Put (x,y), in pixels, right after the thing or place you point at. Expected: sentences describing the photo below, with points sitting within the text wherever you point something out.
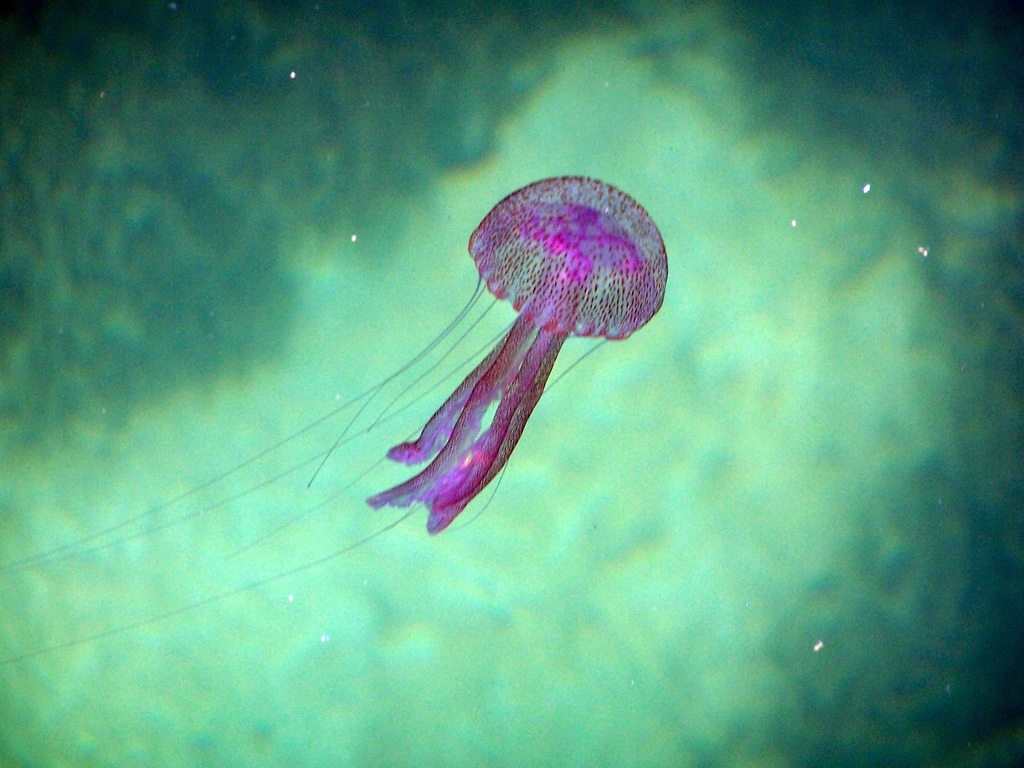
There is a jellyfish (473,416) in the water (129,595) of an ocean (742,541). The background (125,435) is green in color.
